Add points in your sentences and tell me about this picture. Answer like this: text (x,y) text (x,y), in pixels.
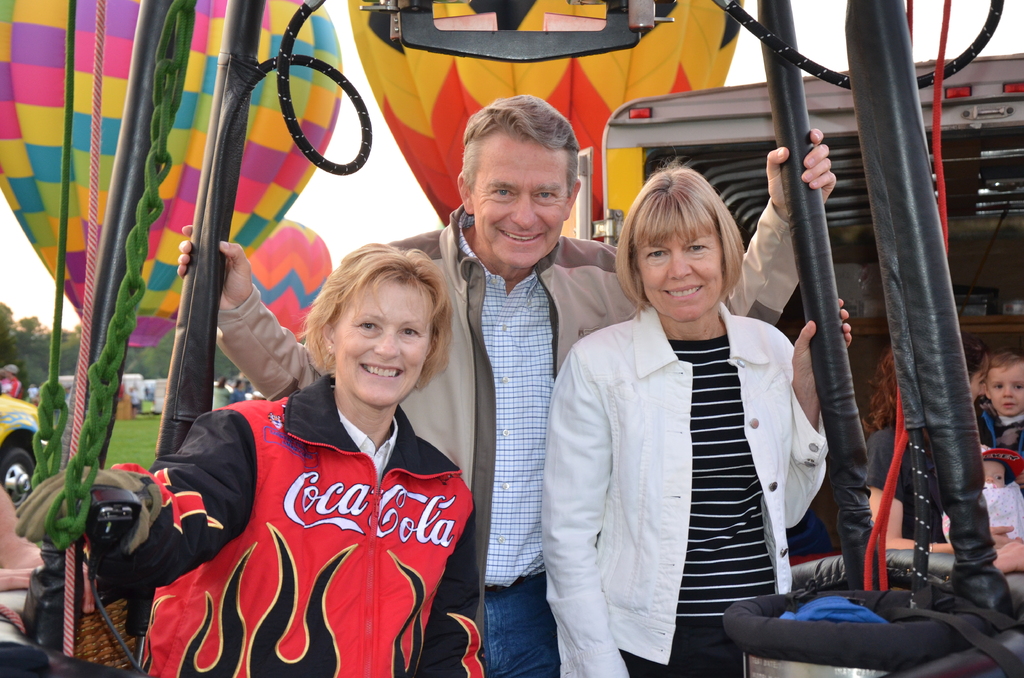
In the center of the image (515,367) three persons (492,379) are standing. In the background of the image (400,105) hot air balloons (264,123) are there. In the middle of the image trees (140,359), ground (127,439) are present. At the top right corner (725,136) truck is there. At the top of the image (365,186) sky (365,186) is present.
